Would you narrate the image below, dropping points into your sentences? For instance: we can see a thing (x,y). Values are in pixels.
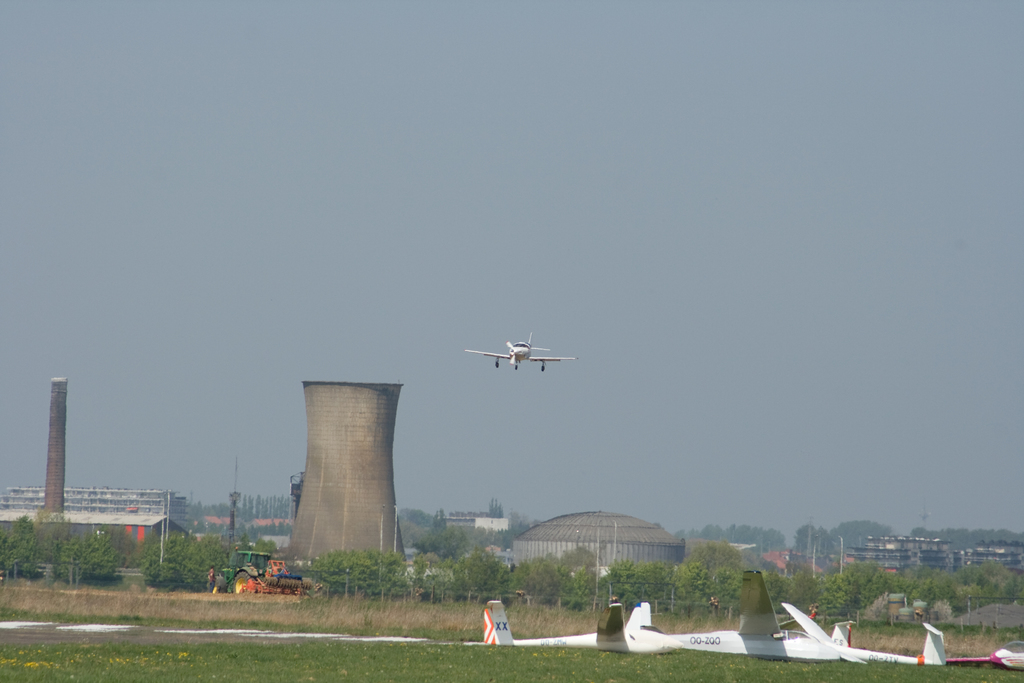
In this image in the front (412,656) there is grass (507,650) on the ground (583,664) and there are airplanes (787,646) in the center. In the background (86,576) there are trees (485,597), buildings (638,554), and towers (311,453) and there is an airplane (529,355) flying in the sky (231,439).
